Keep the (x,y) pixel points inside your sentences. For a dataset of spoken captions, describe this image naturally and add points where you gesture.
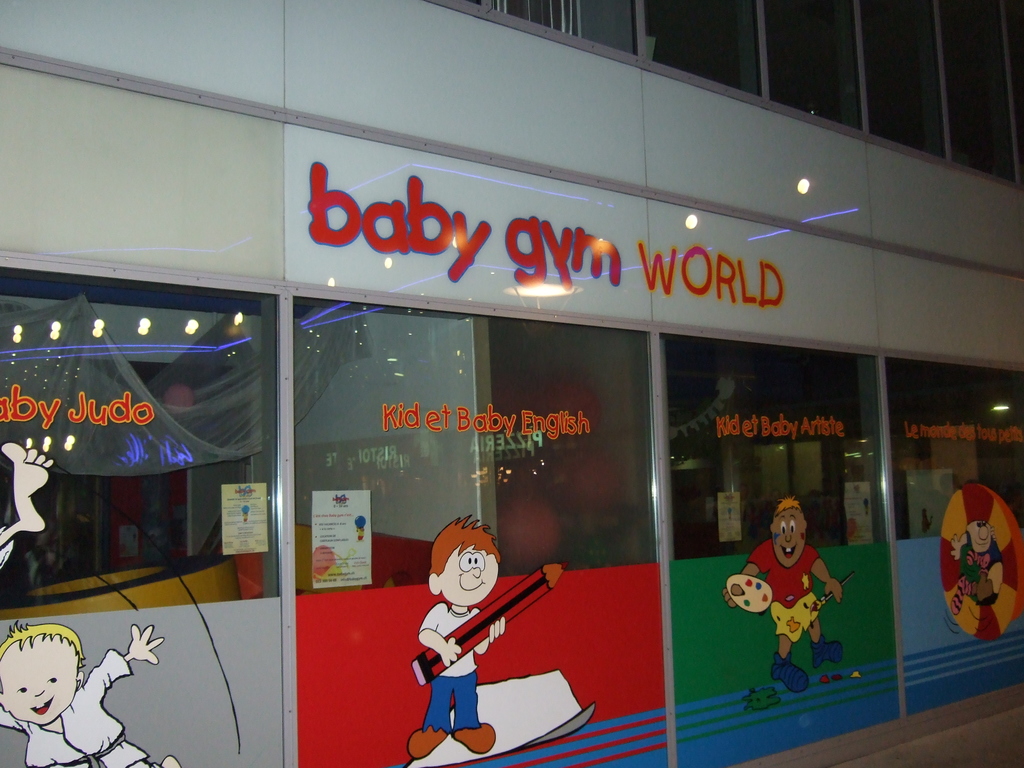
In the center of the image (539,315) there is a building (812,547), glass (366,371), posters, cartoon images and some text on the glass (590,533). On the poster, we can see some text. Through glass (150,567), we can see one red color object (115,531), one solid structure (429,370), lights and a few other objects (122,580).
